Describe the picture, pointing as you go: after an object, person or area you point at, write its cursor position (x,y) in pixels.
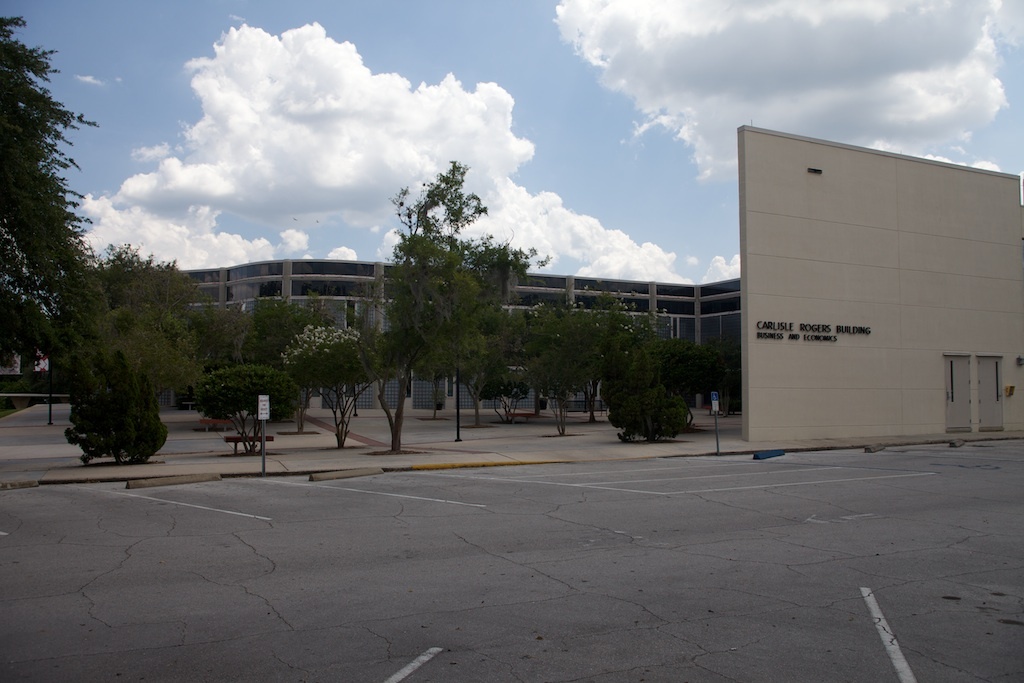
This image is taken outdoors. At the top of the image (227,71) there is the sky (669,68) with clouds (700,38). At the bottom of the image (381,560) there is a road (826,547). In the middle of the image (342,289) there is a building (305,289) with walls (564,289), pillars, windows (707,336), doors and a roof (281,262). There are a few trees (182,359) and plants (158,427). There is a sign board (266,410). On the right side of the image (854,340) there is a wall (861,350) with a door (948,373) and there is a text (793,340) on the wall (798,348).
